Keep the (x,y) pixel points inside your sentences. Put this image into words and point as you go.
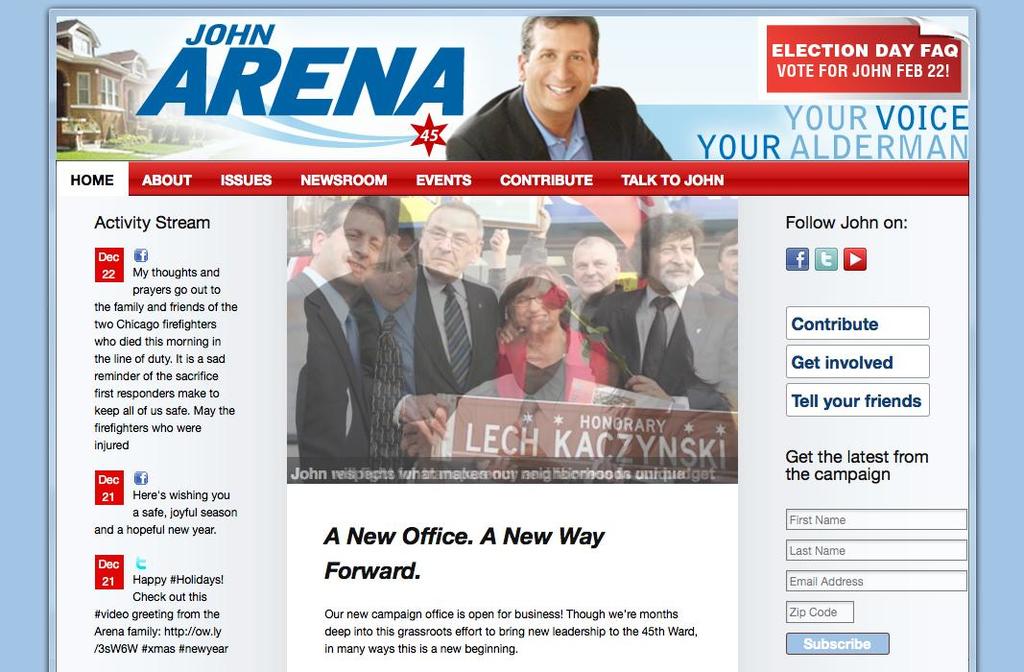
It's a digital page, on this man (582,147) is smiling, he wore a coat (538,144) and few other people (564,331) are there.
